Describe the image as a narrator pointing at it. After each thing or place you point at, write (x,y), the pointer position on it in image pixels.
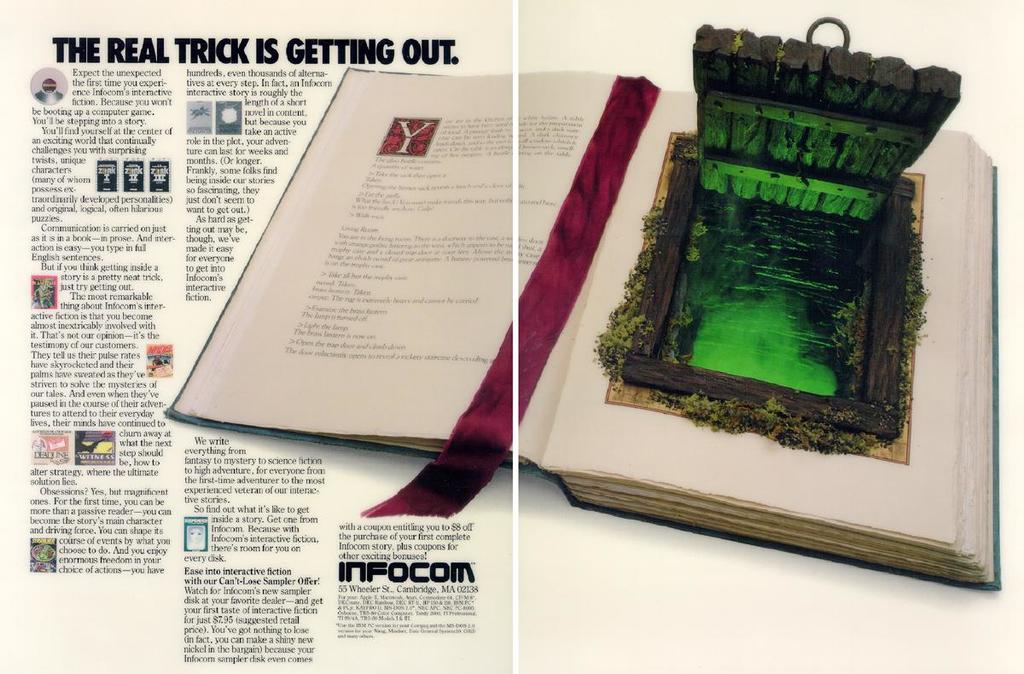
In this image I see a book (426,258) over here and I see few words (440,172) written on this paper (536,260) and I see a red color thing (625,86) and on this paper (907,285) I see an art (668,268) and over here I see words (265,97) written and I see few arts (89,438).
